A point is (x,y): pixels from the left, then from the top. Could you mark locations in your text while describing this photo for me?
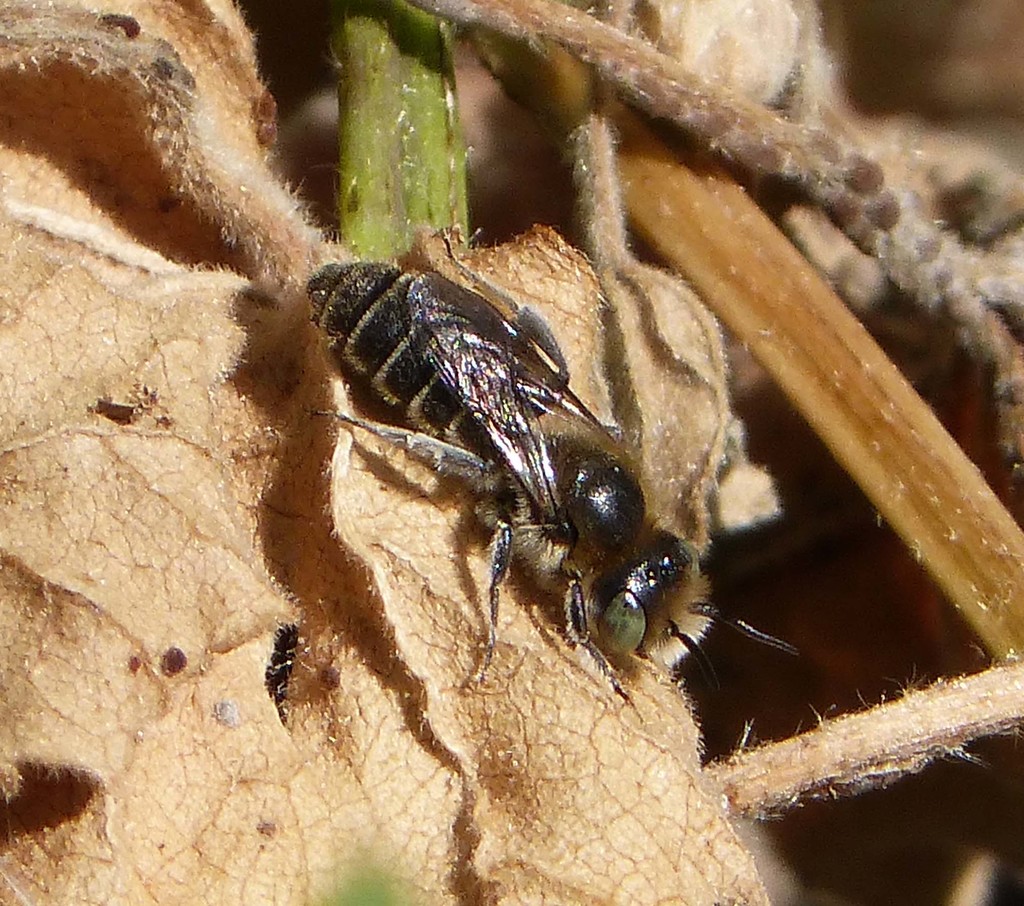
In this picture we can see an insect (343,272) on a plant (435,532).
